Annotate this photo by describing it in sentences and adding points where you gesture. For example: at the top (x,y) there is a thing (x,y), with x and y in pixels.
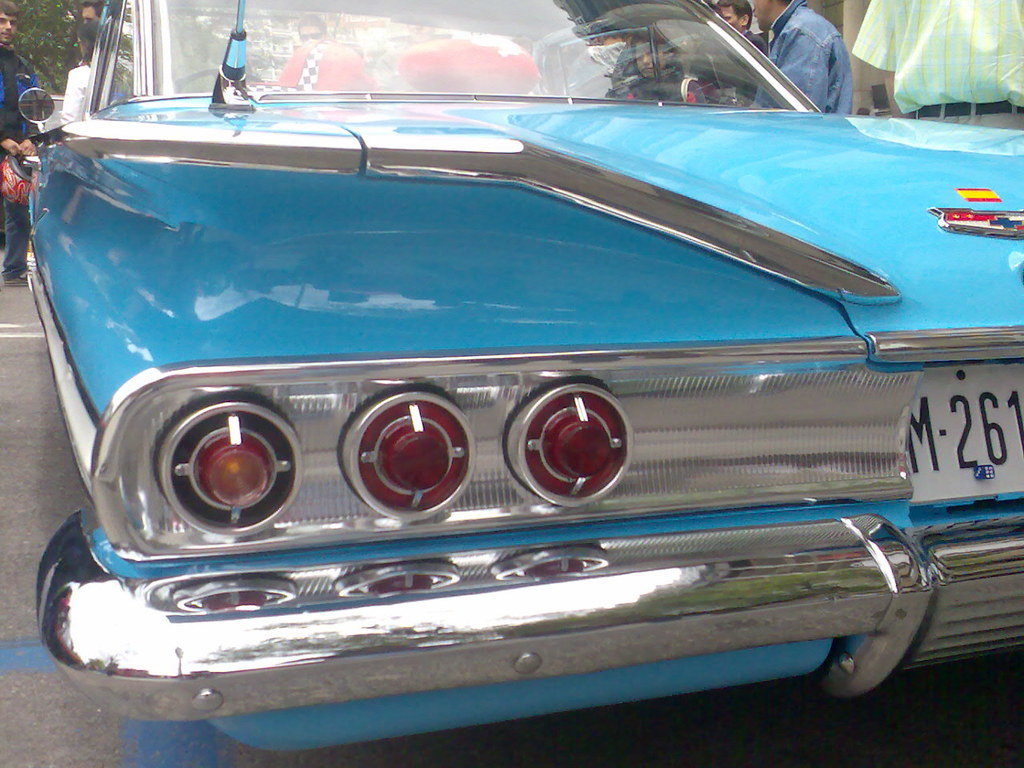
This picture shows a blue color car (269,337) parked and we see few people (1001,46) standing and we see a man (14,151) standing and holding a helmet (4,177) in his hand (26,141) and we see a tree (52,58).
